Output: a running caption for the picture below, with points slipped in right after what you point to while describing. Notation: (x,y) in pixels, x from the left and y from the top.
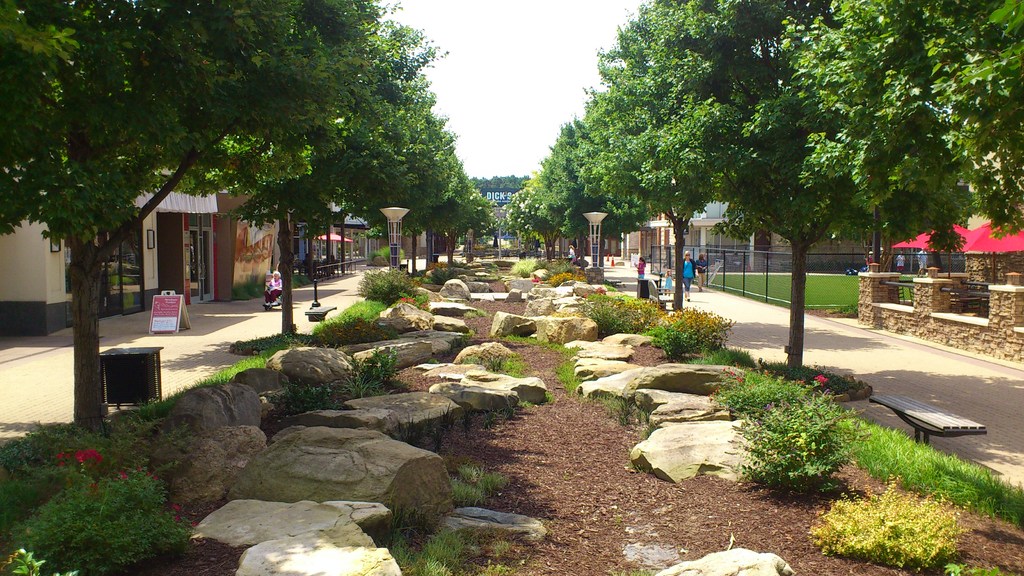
In the image we can see there are people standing on the road (751,313) and there is a woman (278,297) sitting on the wheel chair (279,298). In between there are rocks (710,569) and there are small plants (829,413) and grass (326,325) on the ground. There are lot of trees (927,220).
